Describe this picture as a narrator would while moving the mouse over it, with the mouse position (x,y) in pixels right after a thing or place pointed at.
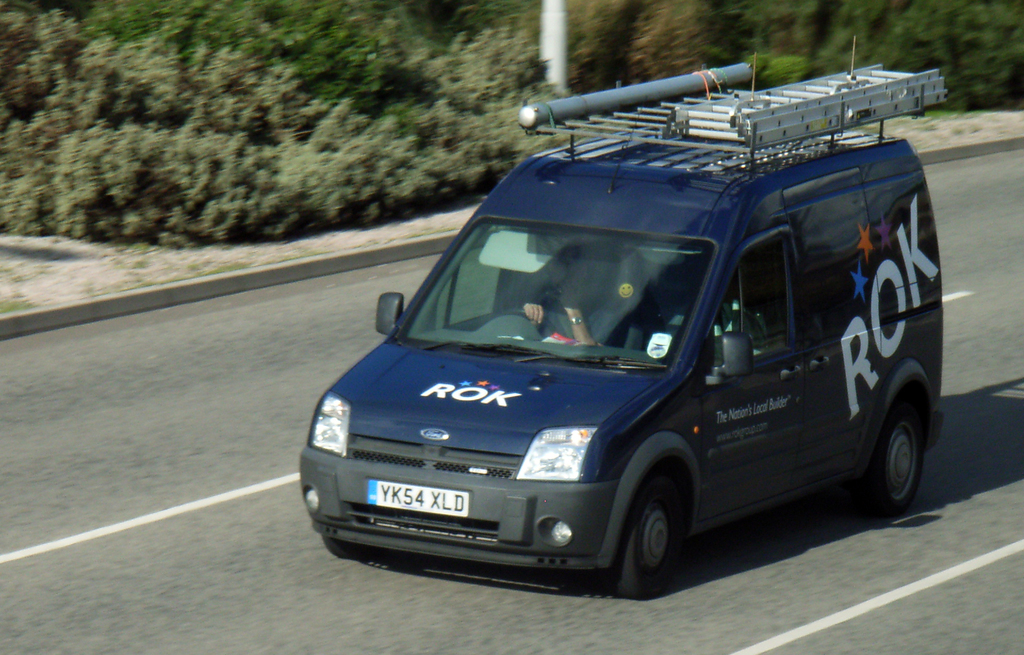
In the image we can see there is a car (462,348) moving on the road (898,541) and behind there are plants (417,75) on the ground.
